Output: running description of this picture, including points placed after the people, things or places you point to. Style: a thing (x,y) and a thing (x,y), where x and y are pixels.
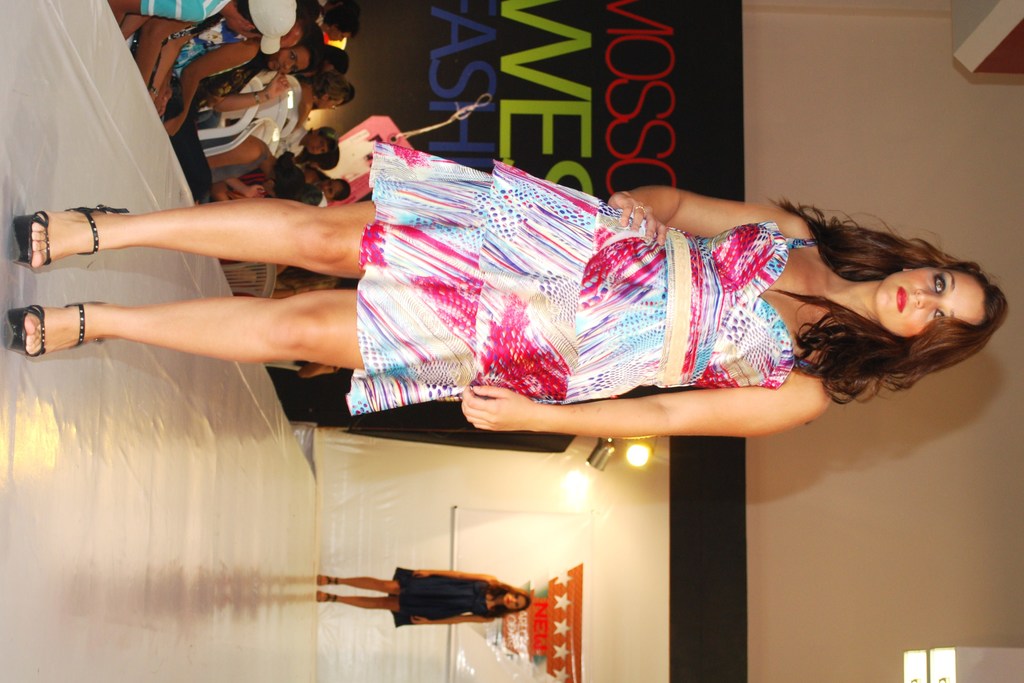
In this image, we can see a woman (408,332) is standing on the white surface (131,377). Background (603,658) we can see a banners (548,594), wall (1018,509), light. Here a person (443,601) is standing. Top of the image (205,47), we can see a group of people (292,58) are sitting on the chairs (238,269).
